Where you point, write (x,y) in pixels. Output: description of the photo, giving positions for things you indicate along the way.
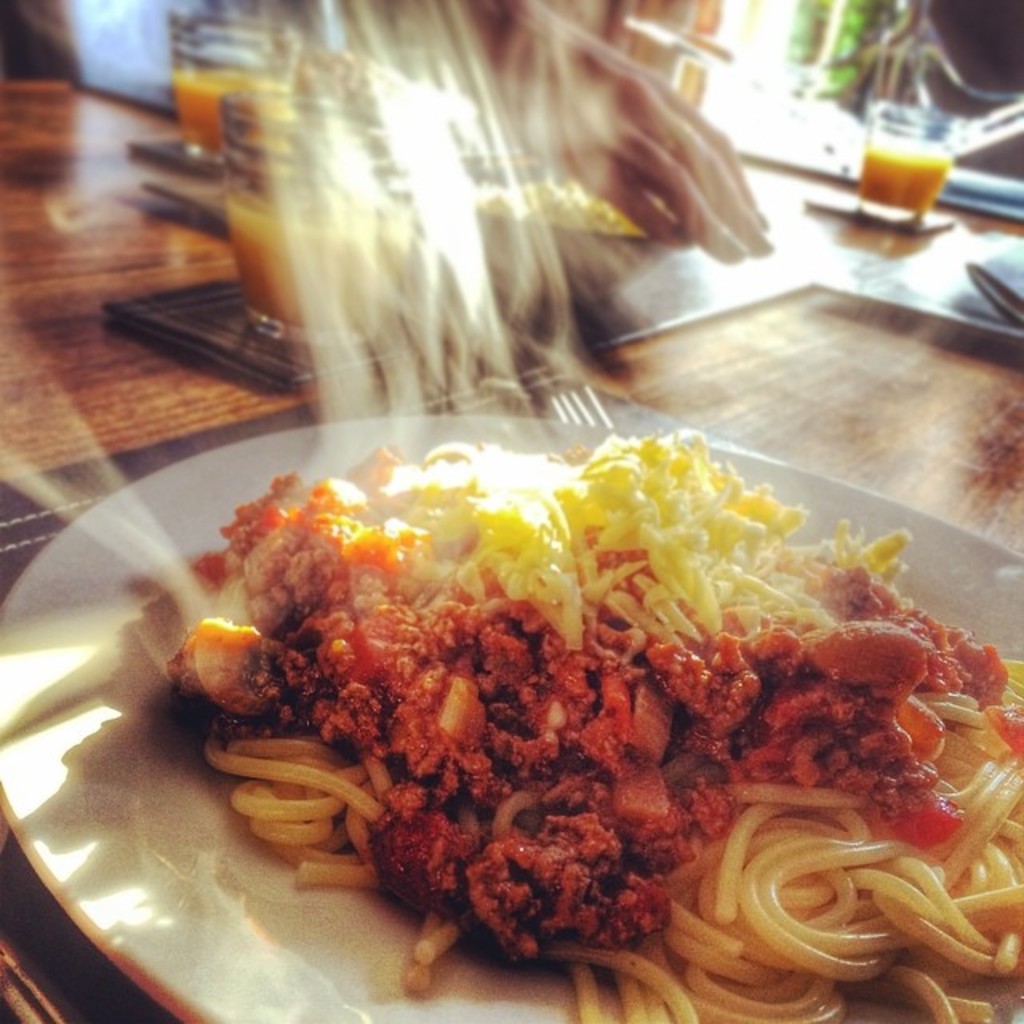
In this image we can see some person's hand (722,203). We can also see a bowl of food (580,256) and the plate of food items (670,499) and also the glasses of drinks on the wooden table (234,390).
